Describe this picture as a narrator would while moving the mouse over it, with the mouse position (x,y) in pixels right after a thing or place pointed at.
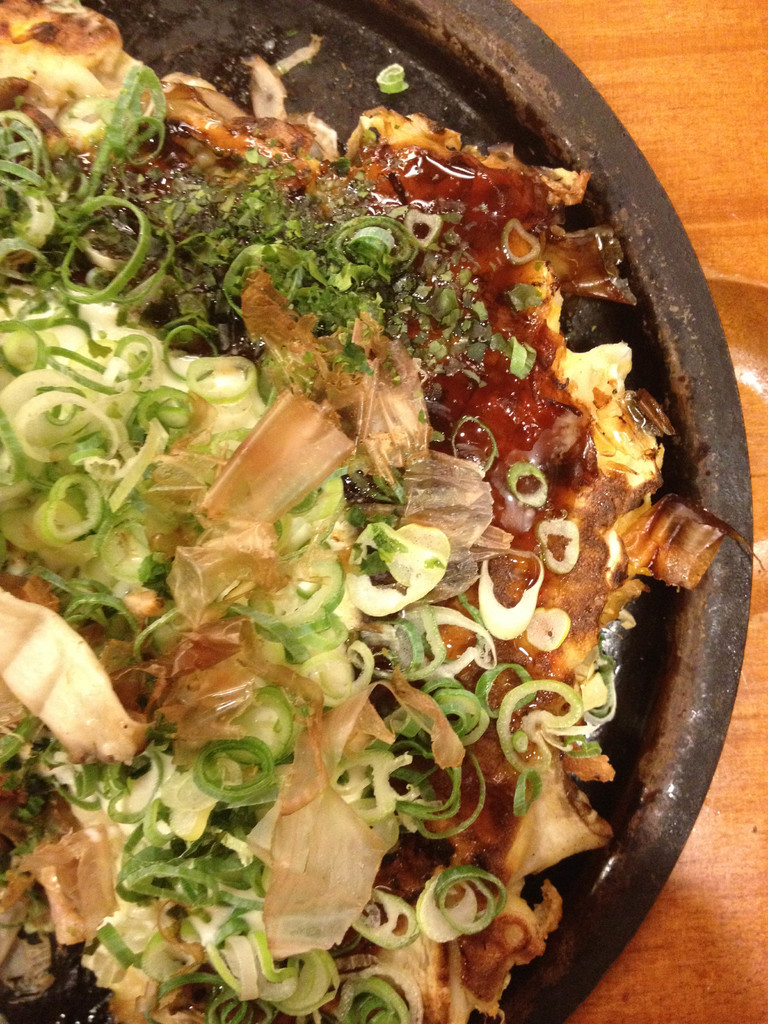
In the image we can see a wooden surface (658,84), on it there is a pan (662,299), in the pan (648,764) we can see food item (248,539).
